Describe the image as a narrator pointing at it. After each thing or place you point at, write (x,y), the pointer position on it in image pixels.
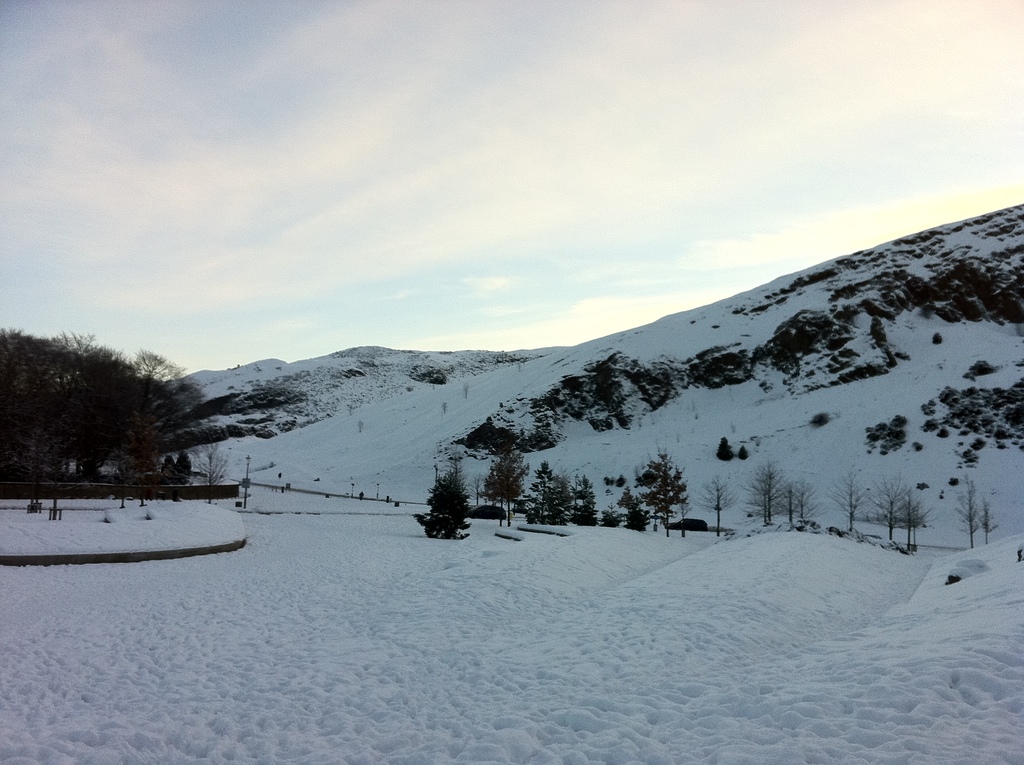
At the bottom of this image (487,685), there is snow surface (615,720). In the background (574,519), there are trees (119,415), mountains (504,433) and there are clouds (542,109) in the sky (146,119).
